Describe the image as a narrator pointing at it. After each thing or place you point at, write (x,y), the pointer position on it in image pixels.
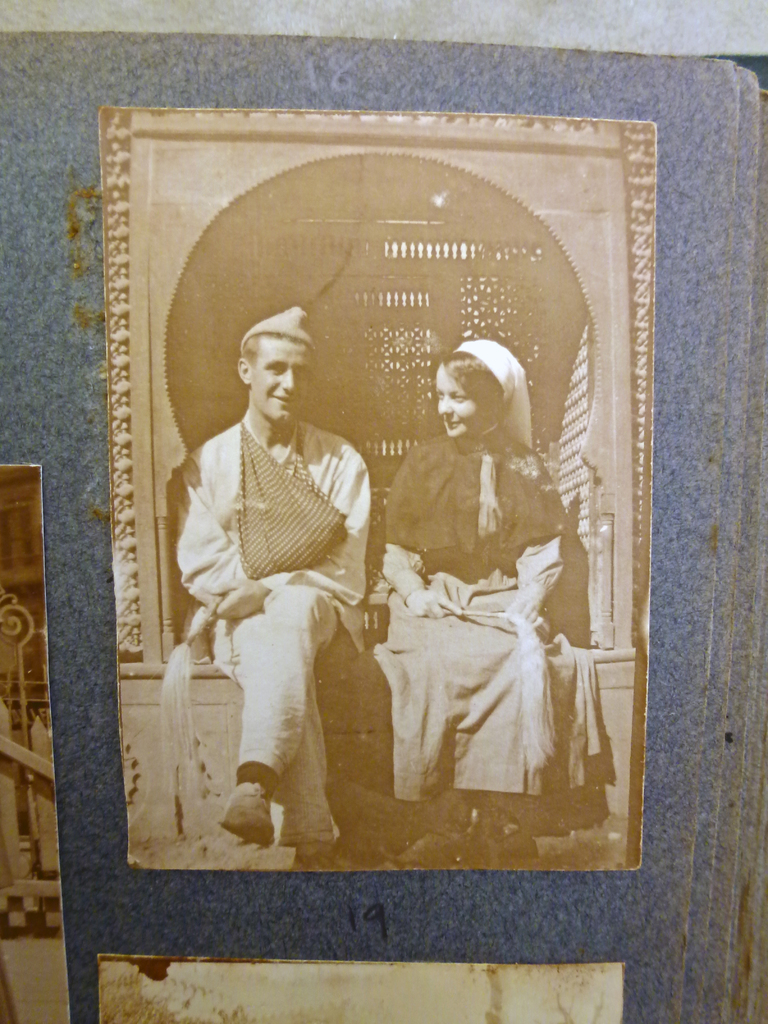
In this image, we can see photo of a picture (604,671) contains persons (284,707) wearing clothes (265,629).
